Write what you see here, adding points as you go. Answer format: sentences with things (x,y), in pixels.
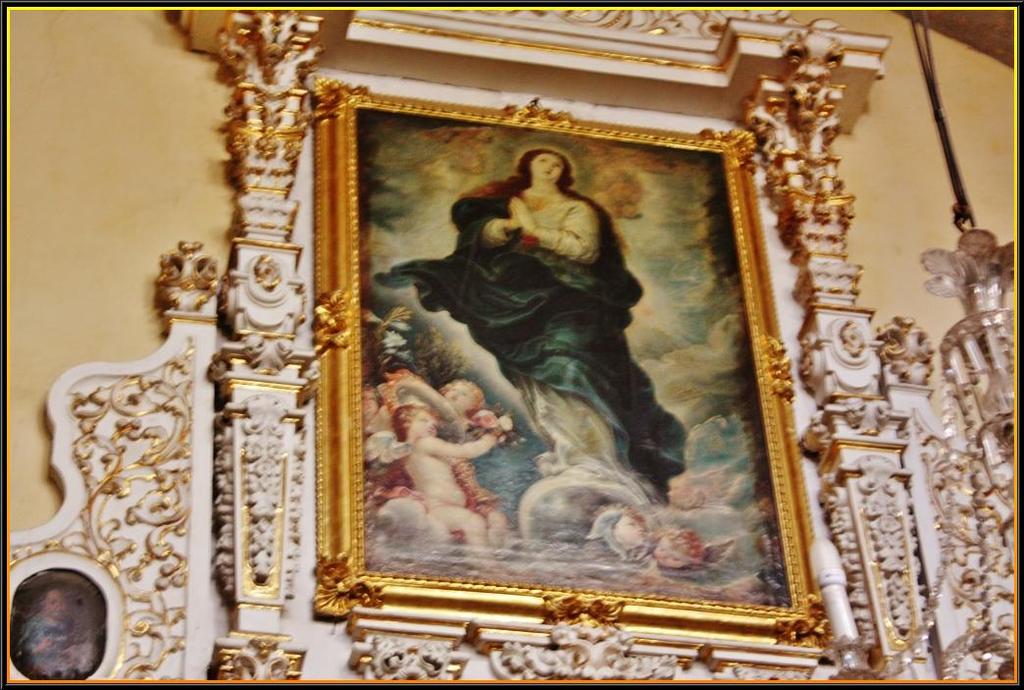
This image consists of a photo frame (688,590) fixed on the wall (22,226). In the background (200,125), there is a wall (74,185) in cream color.
